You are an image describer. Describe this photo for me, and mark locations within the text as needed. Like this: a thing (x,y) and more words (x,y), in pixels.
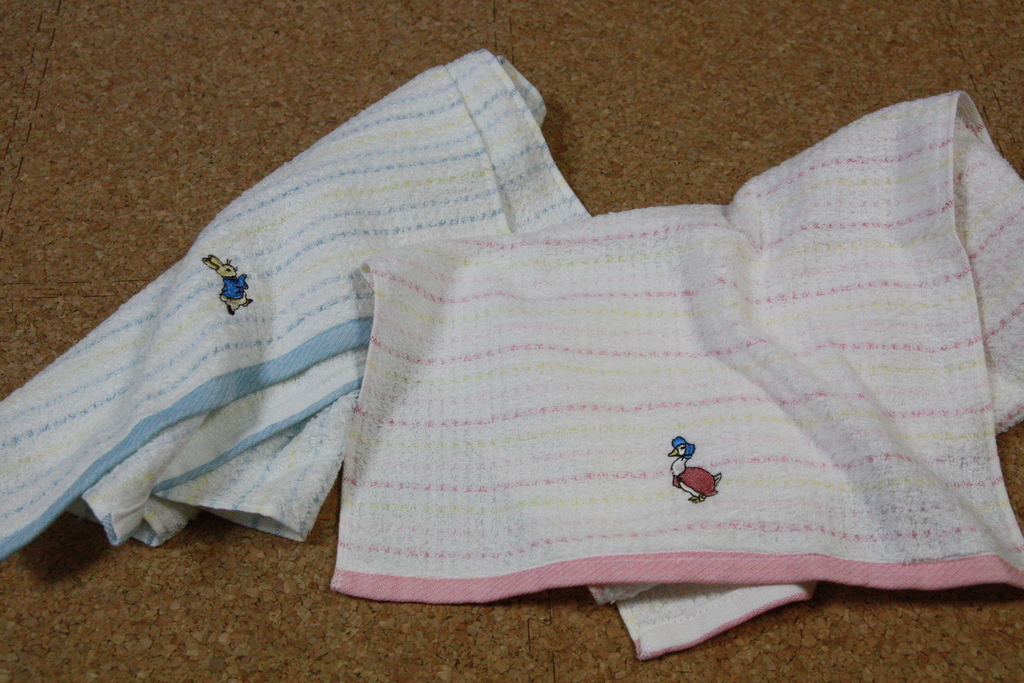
In this image, we can see white clothes (698,395) are placed on the surface (519,626). Here we can see some embroidery work (703,482).
